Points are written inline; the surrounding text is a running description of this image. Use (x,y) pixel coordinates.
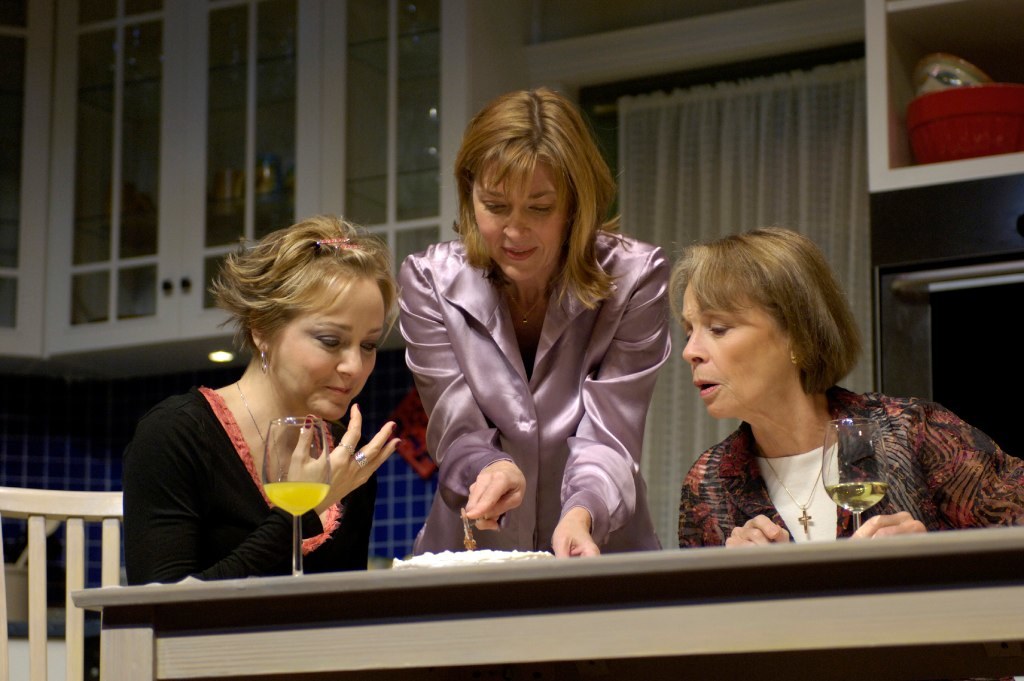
On the background (386,85) we can see cupboard (321,89), white curtain (752,138) and a red basket (961,134) in a cupboard (933,171). here we can see one women (709,468) at the right side of the picture (827,518) holding a glass (860,483) in her hand (879,526). At the left side of the picture (189,479) we can see other women (214,554) sitting on a chair (112,570) in front of a table (299,622) and there is a glass (294,555) and a cake (457,561) on the table (499,567). This woman (526,487) is standing in front of a table (311,633).
